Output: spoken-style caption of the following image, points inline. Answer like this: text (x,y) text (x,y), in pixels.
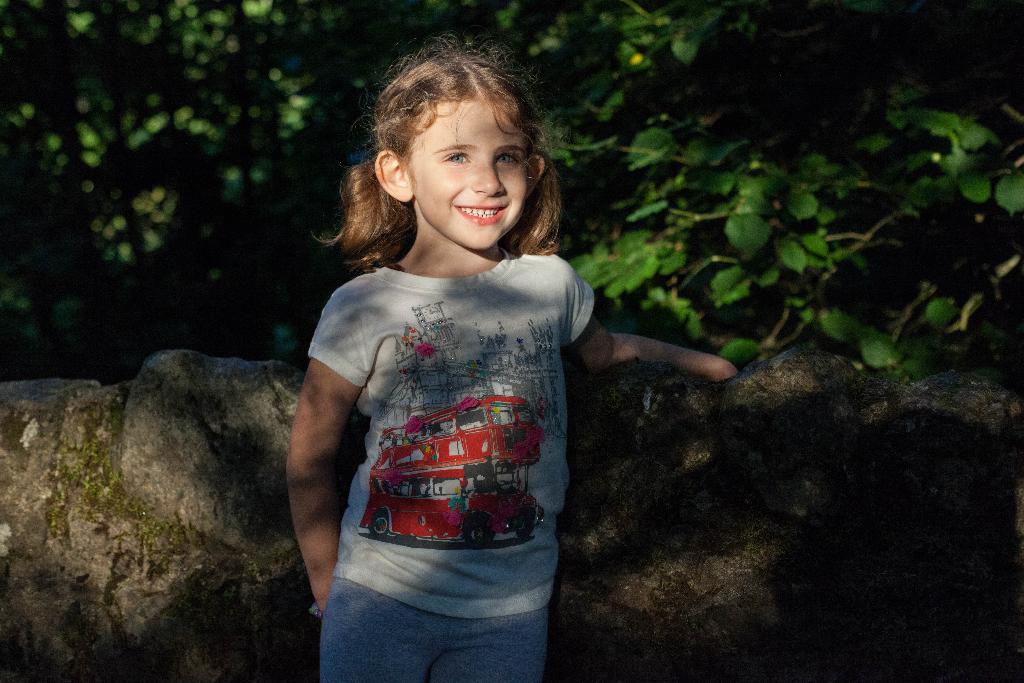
In this image there is a girl (561,494) standing in front of stone wall (246,646) and smiling, behind her there are so many trees (670,329).
